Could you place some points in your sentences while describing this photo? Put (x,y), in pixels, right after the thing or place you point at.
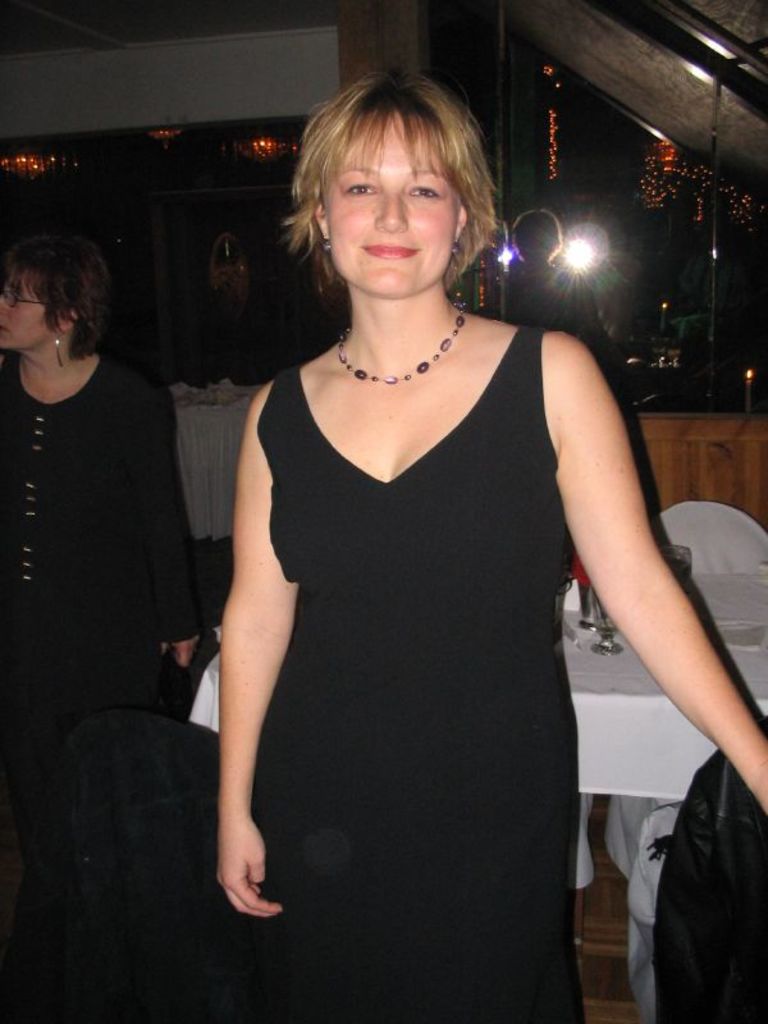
In this image we can see two ladies (78,375) standing. In the background (744,601) there are tables (727,610) and chairs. We can see glasses (676,562) placed on the table (578,698). There is a wall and we can see lights (47,169).
